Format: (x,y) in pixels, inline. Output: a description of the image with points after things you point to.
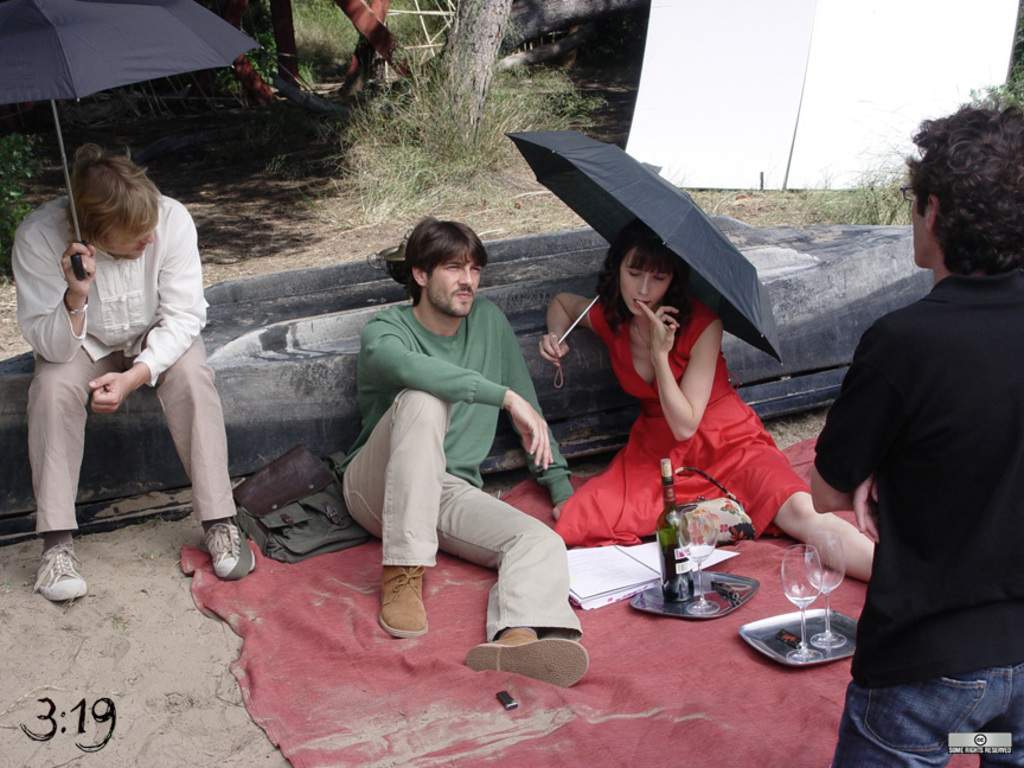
In this image I can see a person (984,475) wearing black and blue colored dress (944,528) is standing and I can see three persons (624,371) are sitting. I can see few wine glasses (807,573), a bottle (666,532), few trays (687,606) and few other objects (641,558) on the ground (722,636). I can see a person (210,406) is sitting on the boat (299,335) which is inverted. In the background (464,87) I can see few trees (468,40), a white colored board (717,20) and few brown colored objects (377,13).
